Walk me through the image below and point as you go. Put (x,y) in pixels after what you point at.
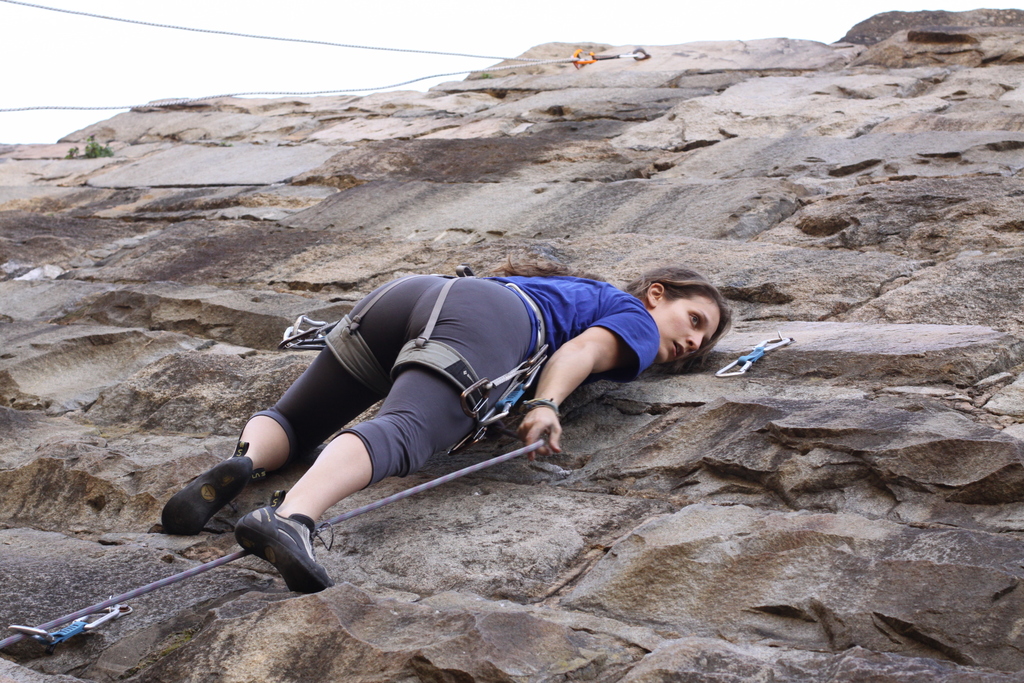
In this image, we can see a woman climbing the wall (766,360). We can see the ropes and the sky (515,25).
